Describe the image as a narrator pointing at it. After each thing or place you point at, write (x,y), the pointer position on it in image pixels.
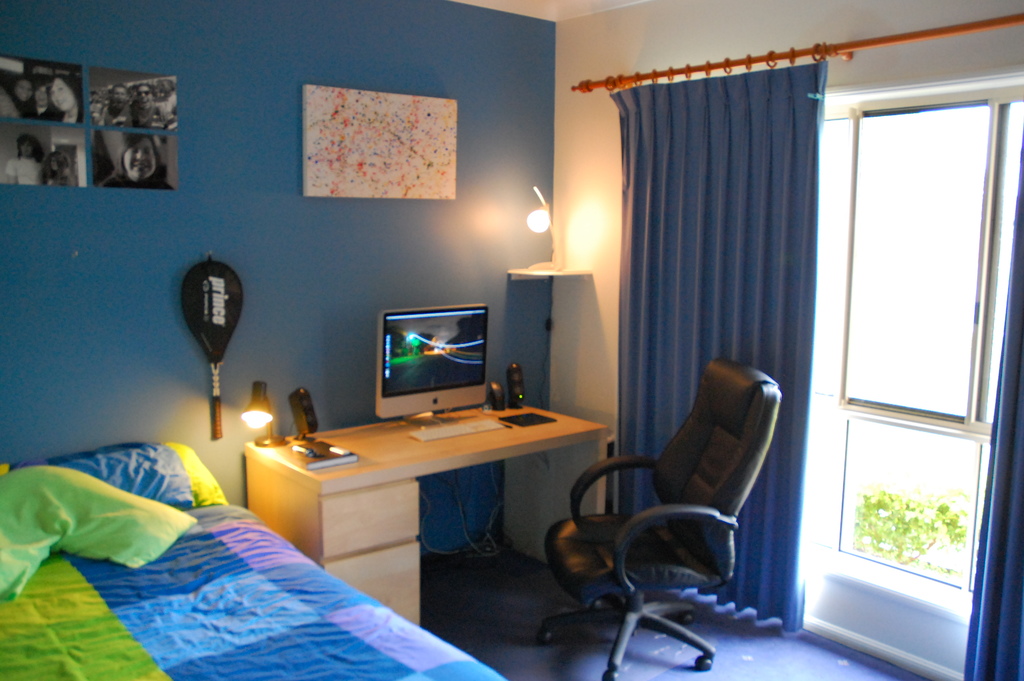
In this picture we can see a bed (195,572) and on the right side of the bed (288,569) there is a chair (727,475), desk (397,507) and a window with a curtain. On the desk (413,439) there is a monitor (420,381), speakers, book (338,456) and other things (261,406). Behind the desk (377,442) there is a wall (142,260) with photos (38,150) and a tennis racket (206,297).
